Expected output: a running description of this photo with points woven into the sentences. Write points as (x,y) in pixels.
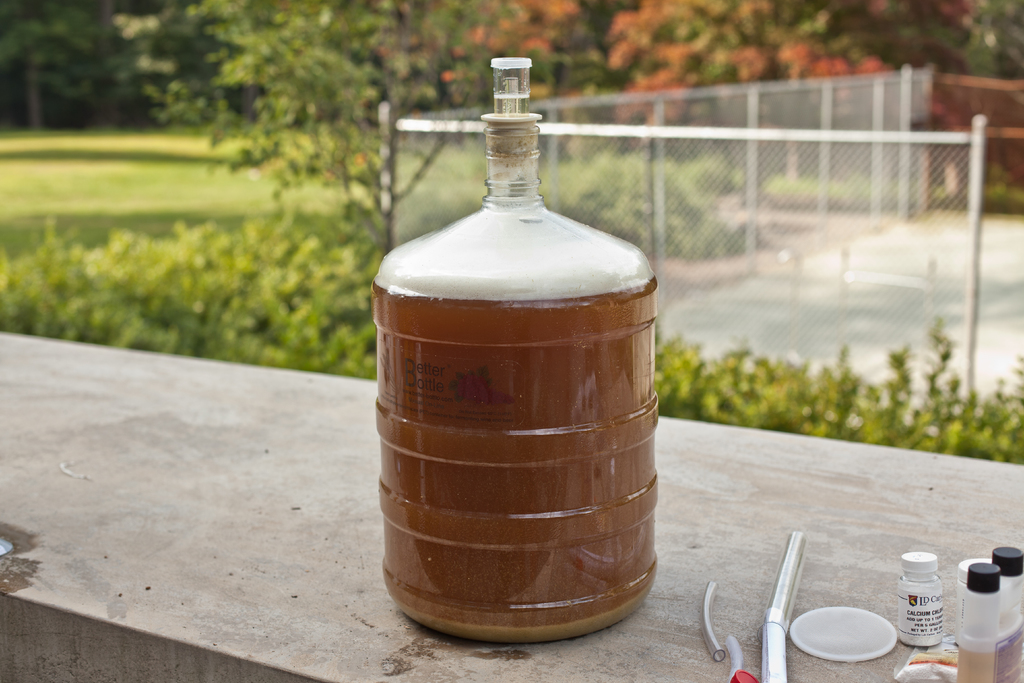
In this Image I see a can (516,233) and few bottles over here. In the background (876,392) I see the fence (1013,86), plants (830,406) and the trees (1017,41).
